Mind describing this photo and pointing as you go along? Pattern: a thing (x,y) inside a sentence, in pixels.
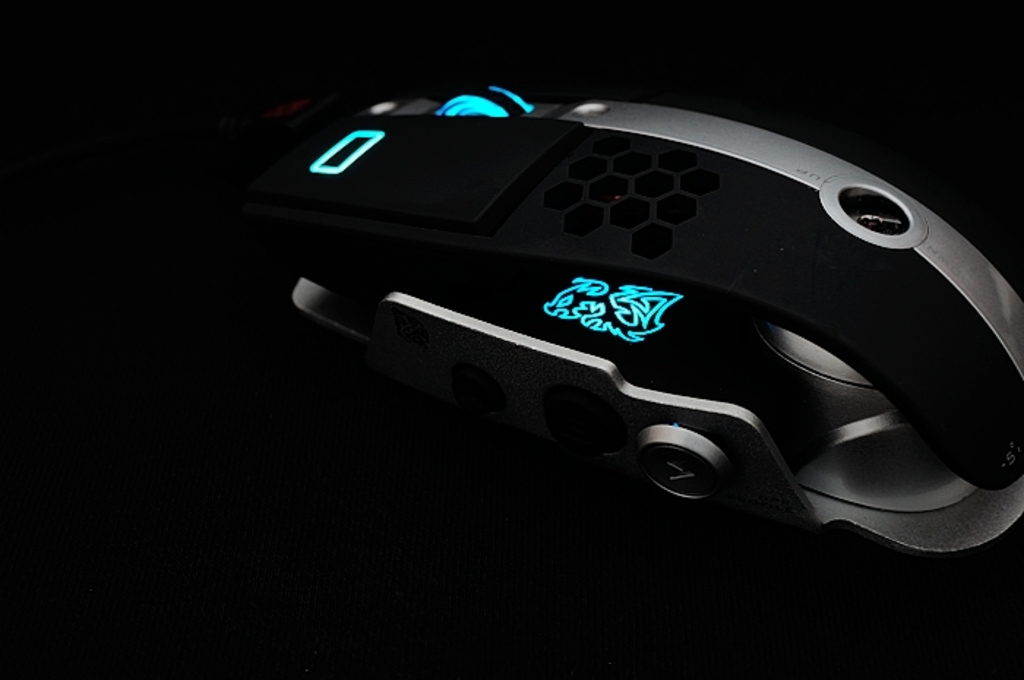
In this image, we can see a mouse (785,510).
